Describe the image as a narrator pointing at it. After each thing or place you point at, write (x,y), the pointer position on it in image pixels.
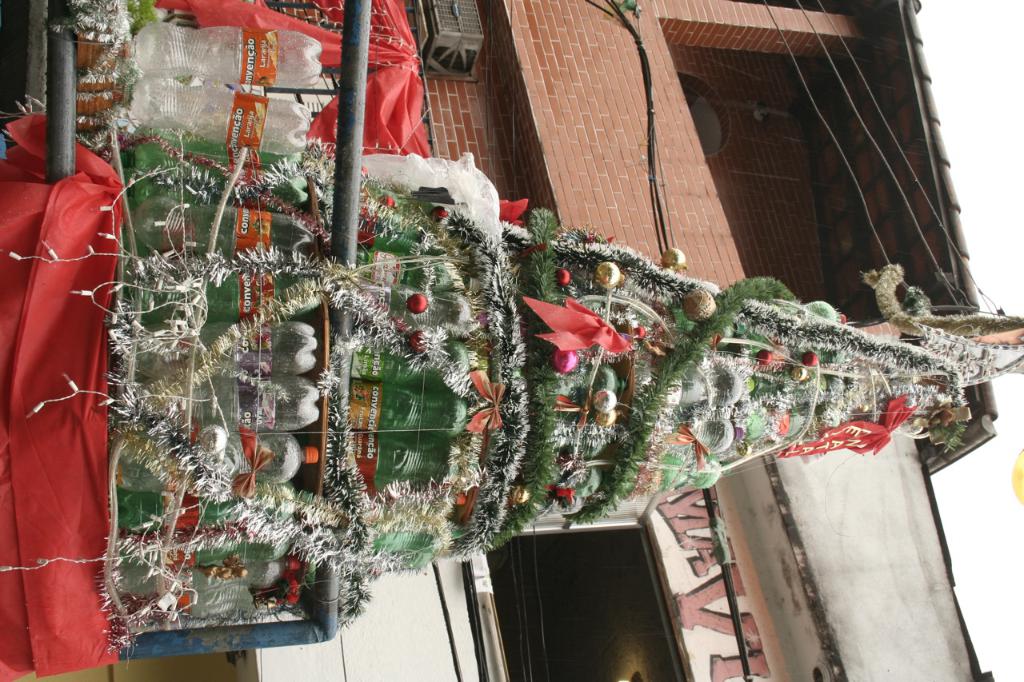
In this image, we can see christmas tree (472,502) made with bottles (362,451) and decorative objects (504,461). In the background (792,464), we can see buildings (586,173), walls (590,153), railings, wires (458,681), pillar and sky (979,209). Here we can see red curtains (381,69) and rods (356,206).
